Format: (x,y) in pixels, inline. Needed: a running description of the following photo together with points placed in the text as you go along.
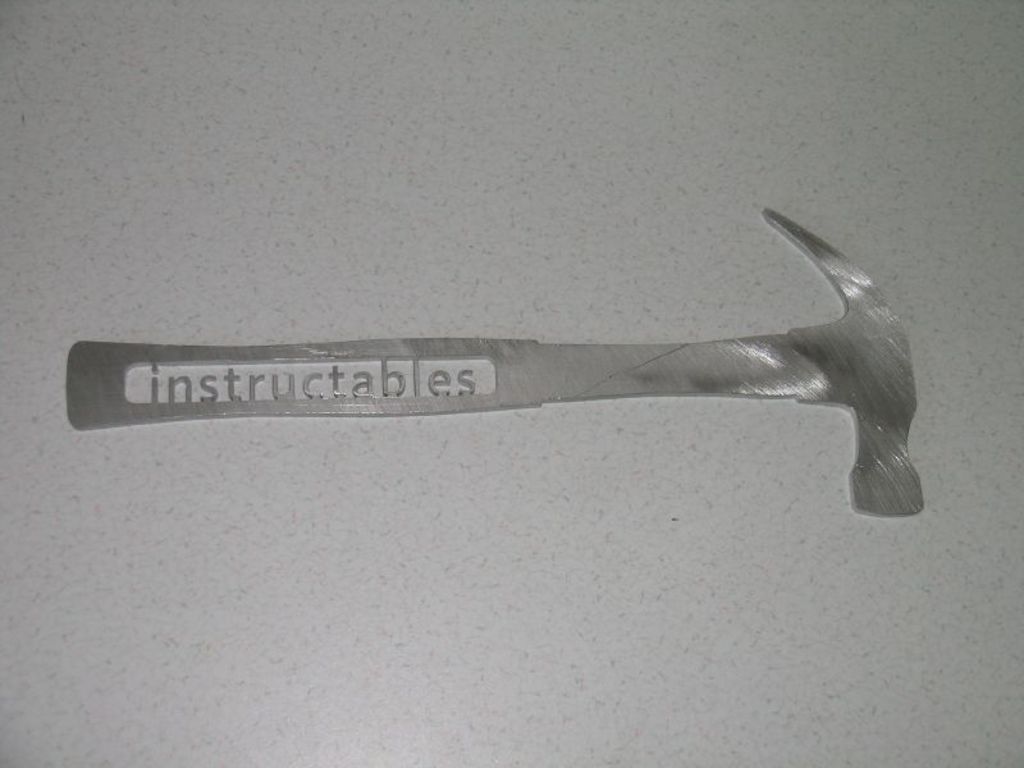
In this image I can see mould (116,413) of a hammer (746,390) and here I can see something is written.
